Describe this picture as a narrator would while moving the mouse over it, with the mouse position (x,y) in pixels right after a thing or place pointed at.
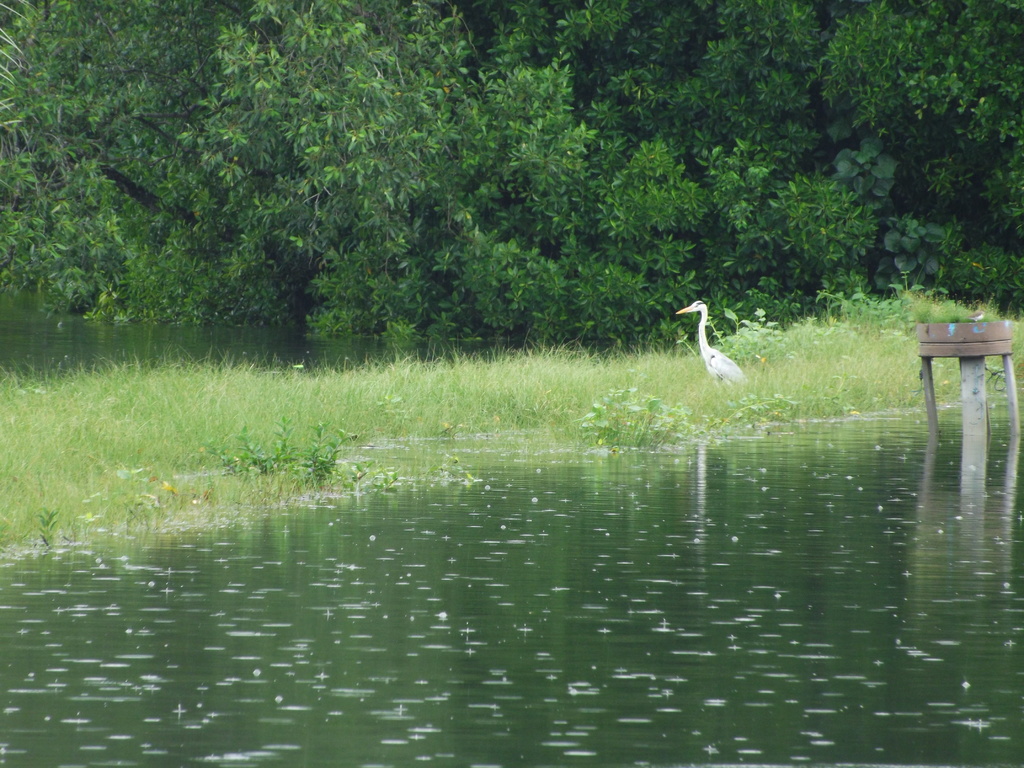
At the bottom of this image (485,646) I can see the water (733,531). In the right side (953,355) there is a wooden object (987,346). In the middle of the image (526,425) I can see the grass (520,377) and there is a bird (717,357). In the background (688,332) there are some trees (688,339).
